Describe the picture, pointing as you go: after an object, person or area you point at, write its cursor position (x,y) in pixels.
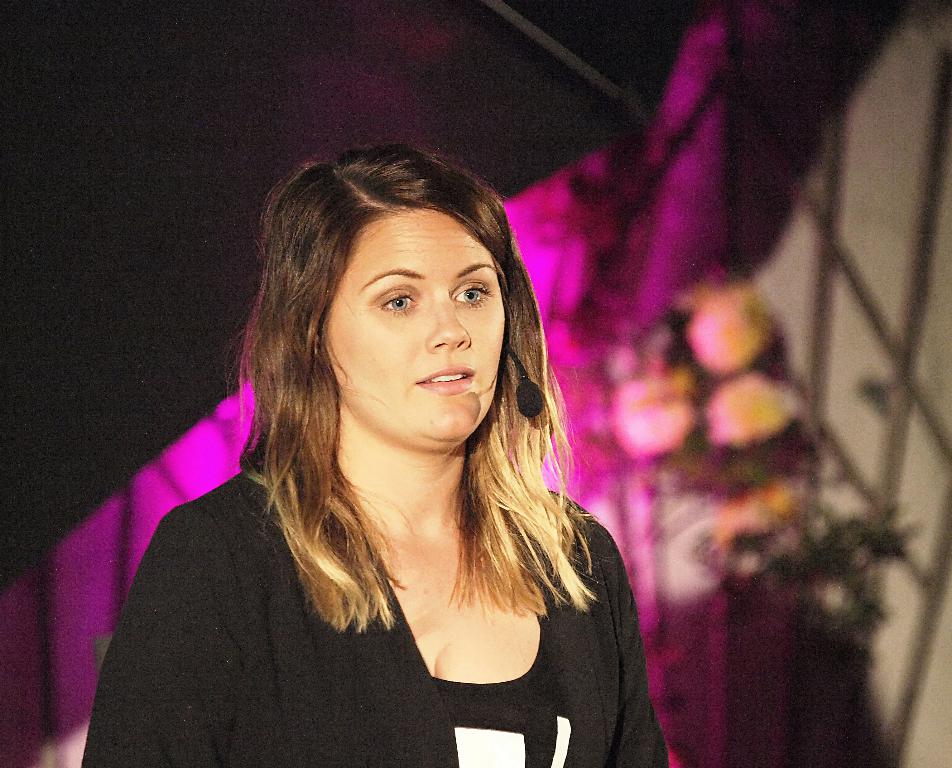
Here I can see a woman (359,648) wearing black color dress (422,696) and looking at the right side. I can see a microphone (527,390) to her ear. In the background (898,153) there is a wall (867,213) and a flower plant (746,320).
